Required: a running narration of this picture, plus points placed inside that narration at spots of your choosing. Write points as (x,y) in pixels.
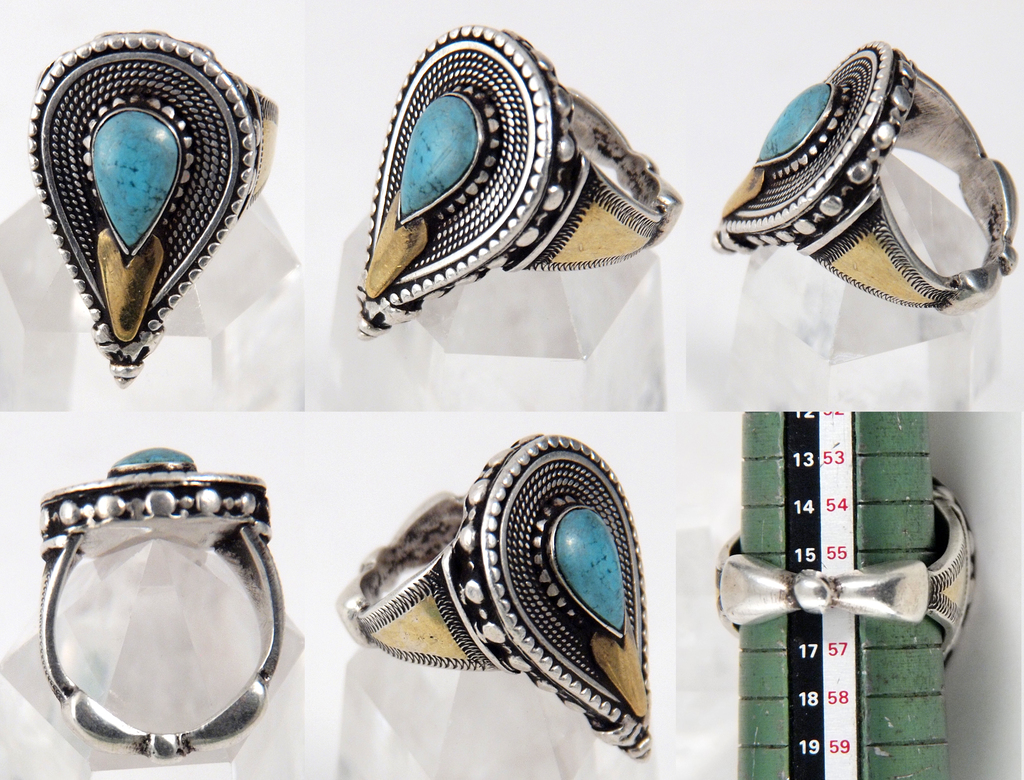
In this image I can see few rings (639,718), they are in blue and white color and I can see a stick (860,443) in green, white and black color.
